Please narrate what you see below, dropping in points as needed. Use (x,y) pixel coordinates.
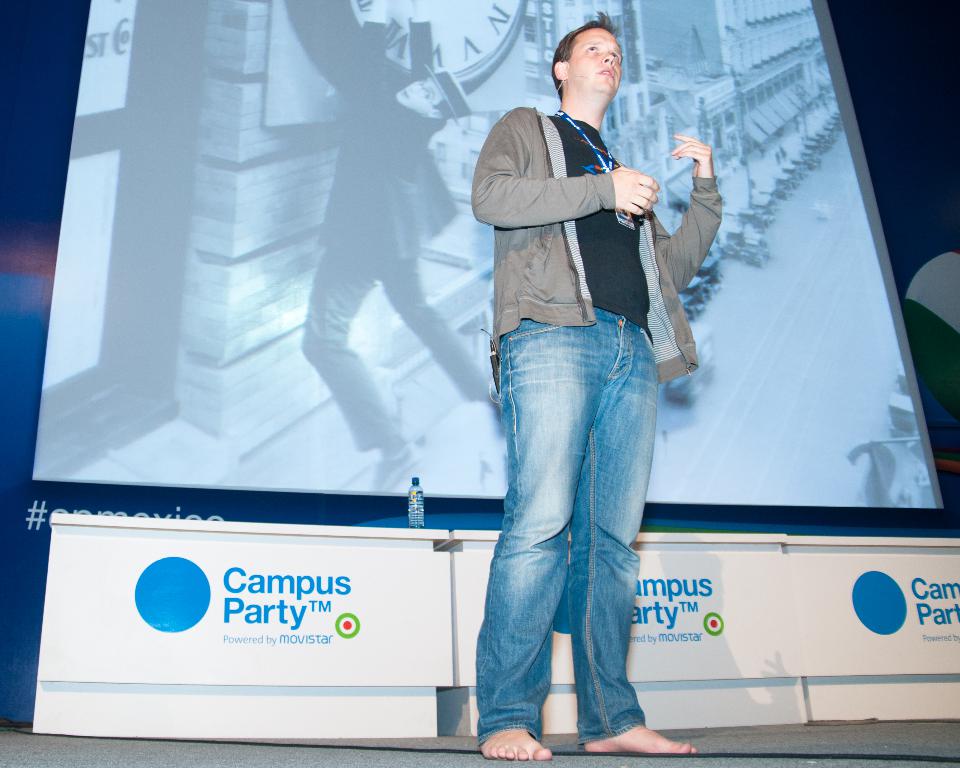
In the center of this picture (549,283) we can see a person (640,745) wearing jacket (537,269) and standing. In the background (475,494) we can see the projector screen (374,235) on which we can see the picture (266,317) containing a person (357,157) hanging on the clock (465,41) and we can see the buildings (278,257) and some other objects (737,241) and in the background (184,601) we can see the tables (409,583), a water bottle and we can see the text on the tables (436,603).
